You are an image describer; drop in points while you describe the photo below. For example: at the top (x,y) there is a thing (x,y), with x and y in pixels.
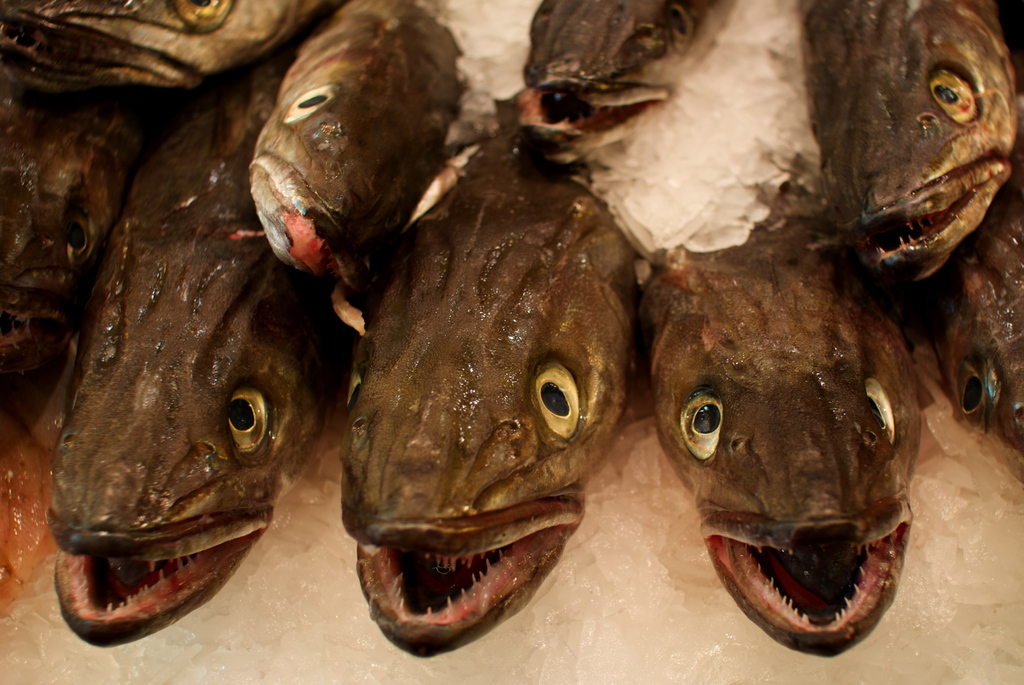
In this picture we can see fishes (768,259), at the bottom (676,575) we can see ice block (623,611).
